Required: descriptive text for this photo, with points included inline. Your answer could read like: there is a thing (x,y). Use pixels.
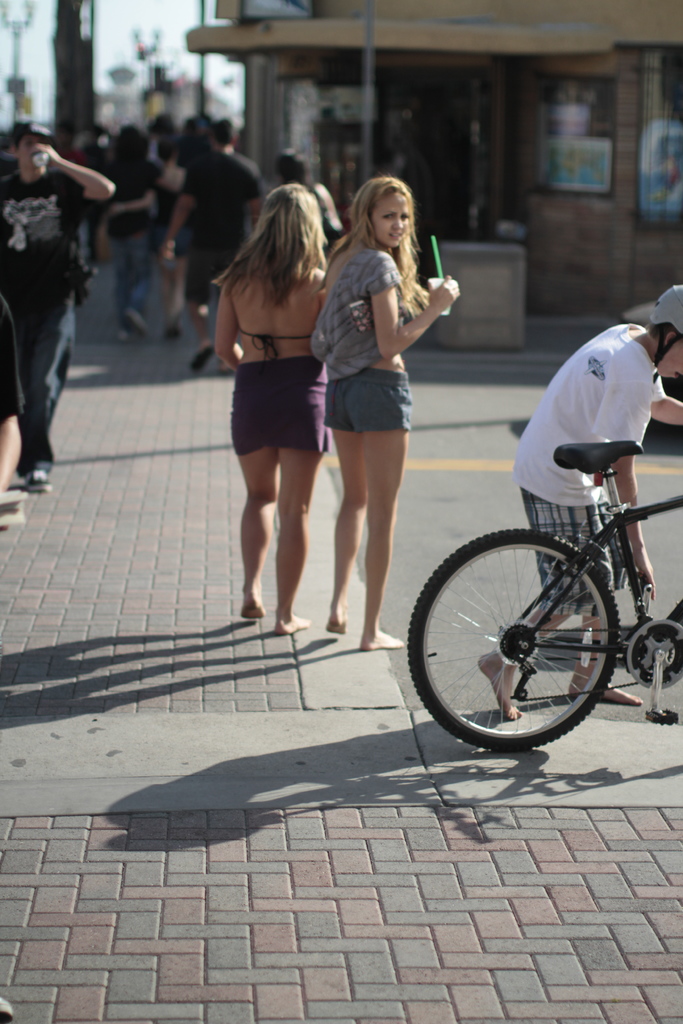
In the image I can see two people (371,351), a person (572,406) beside the bicycle (621,642) and around I can see some other buildings (376,82) and people (39,435).
